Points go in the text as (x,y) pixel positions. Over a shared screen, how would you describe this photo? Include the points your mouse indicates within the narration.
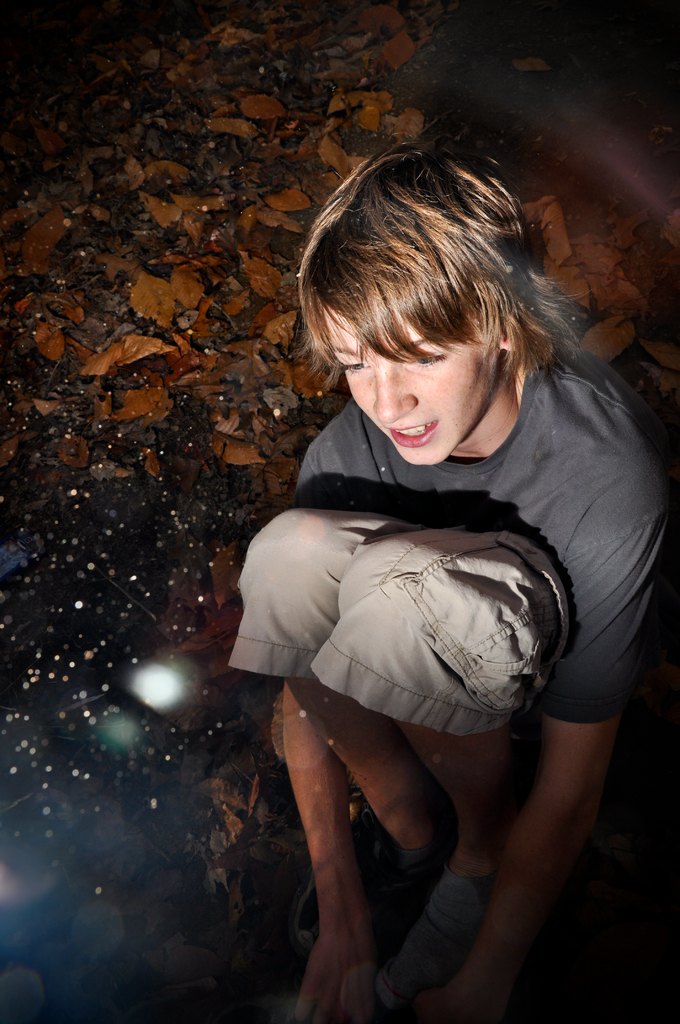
In this image there is a boy (531,551) sitting on a land (209,696), on that land (193,453) there are leaves (287,173).
